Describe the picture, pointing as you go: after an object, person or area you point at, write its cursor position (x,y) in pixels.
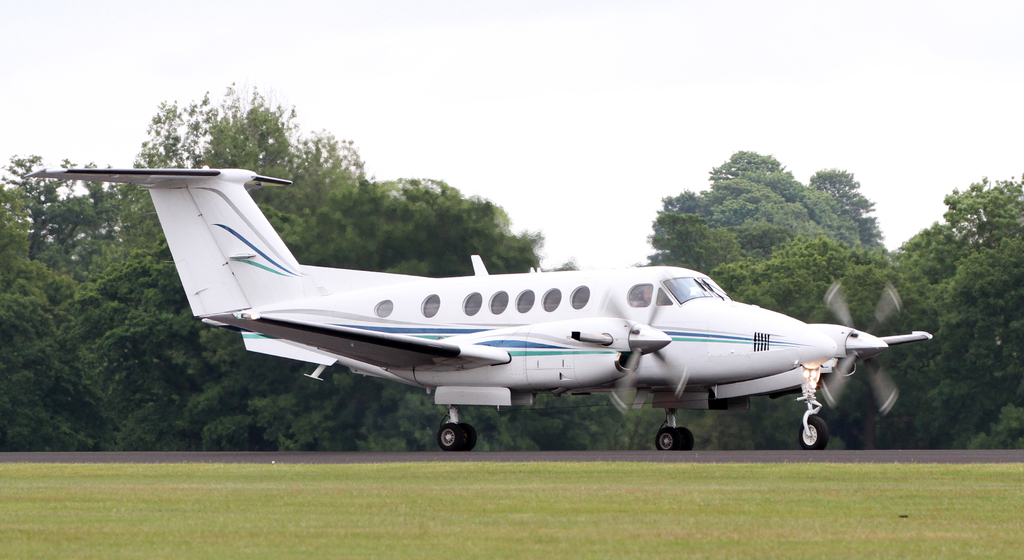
In the image there is a plane (482,393) on the ground (462,459) and in the foreground (35,492) there is grass (151,498), in the background (78,261) there are many trees (805,216).
